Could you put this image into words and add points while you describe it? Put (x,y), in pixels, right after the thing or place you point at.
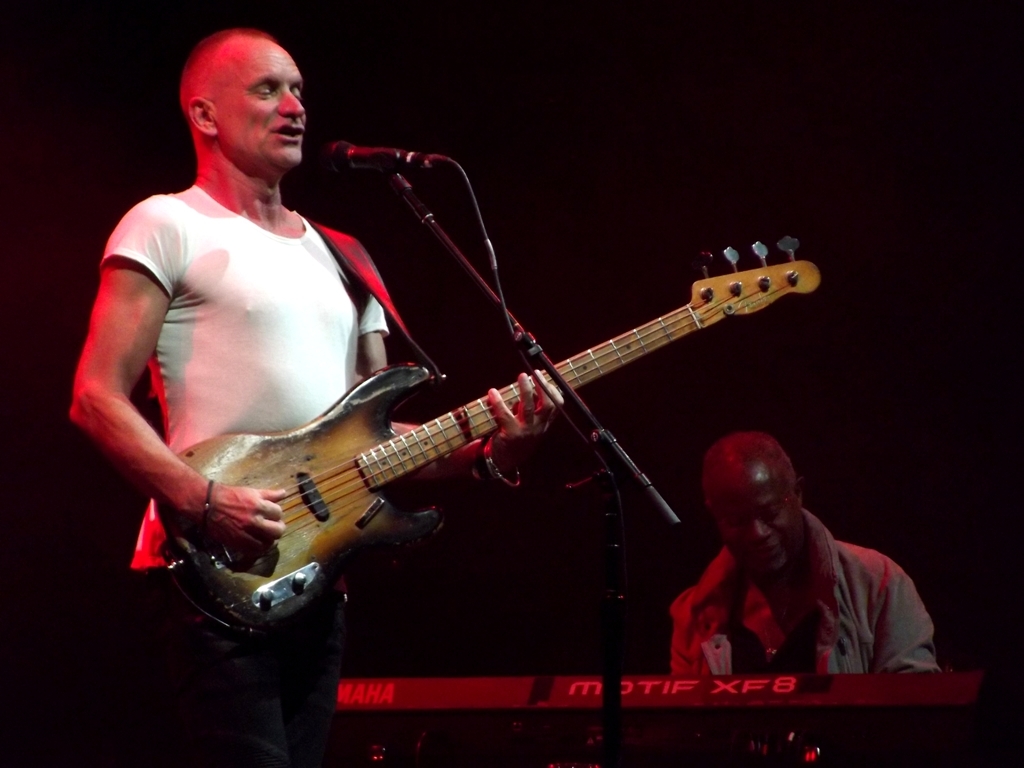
In the image we can see two persons (711,448). The left man (281,425) he is holding guitar (343,399) and the right person (726,554) is holding keyboard (851,687) in front there is a microphone (348,158).
